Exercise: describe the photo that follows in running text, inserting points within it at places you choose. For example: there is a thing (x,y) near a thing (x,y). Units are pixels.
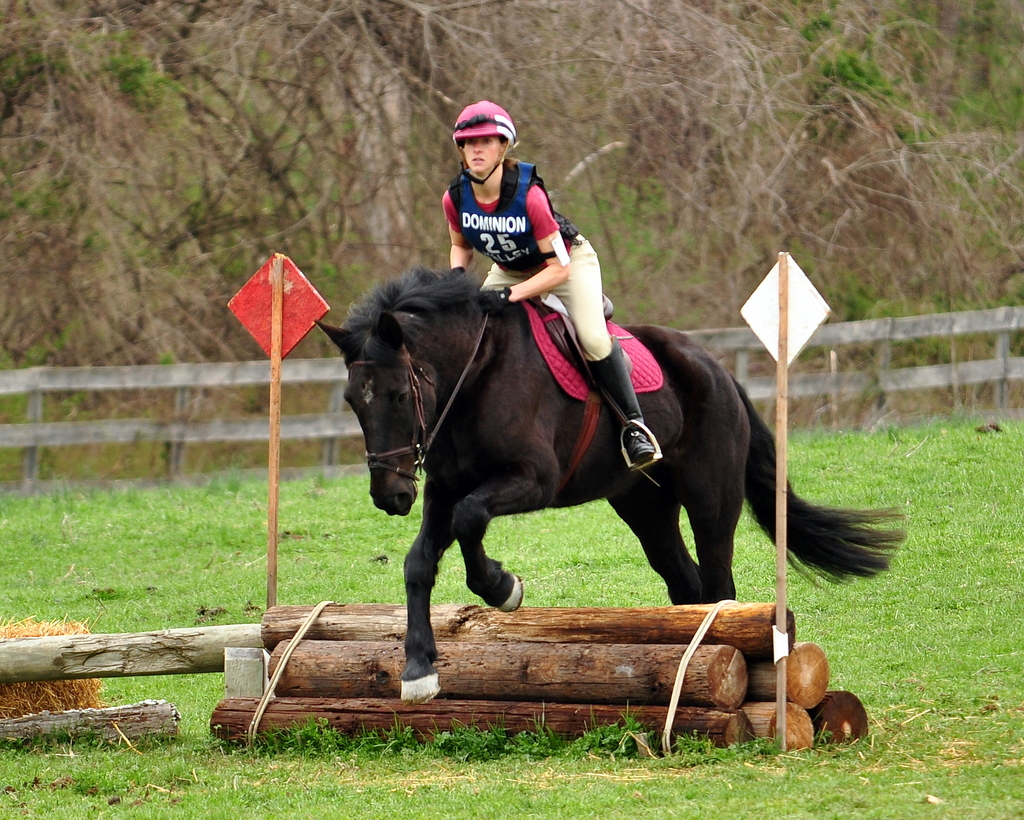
In this picture we can see a person (503,256) is riding a horse (452,355) and under the horse (474,492) there are wooden logs (511,670). On the left (296,323) and right side of the horse (733,376) there are poles (272,310) with boards (292,309). Behind the horse (446,341), there is a wooden fence (146,386), trees (378,119) and the grass (44,531).
